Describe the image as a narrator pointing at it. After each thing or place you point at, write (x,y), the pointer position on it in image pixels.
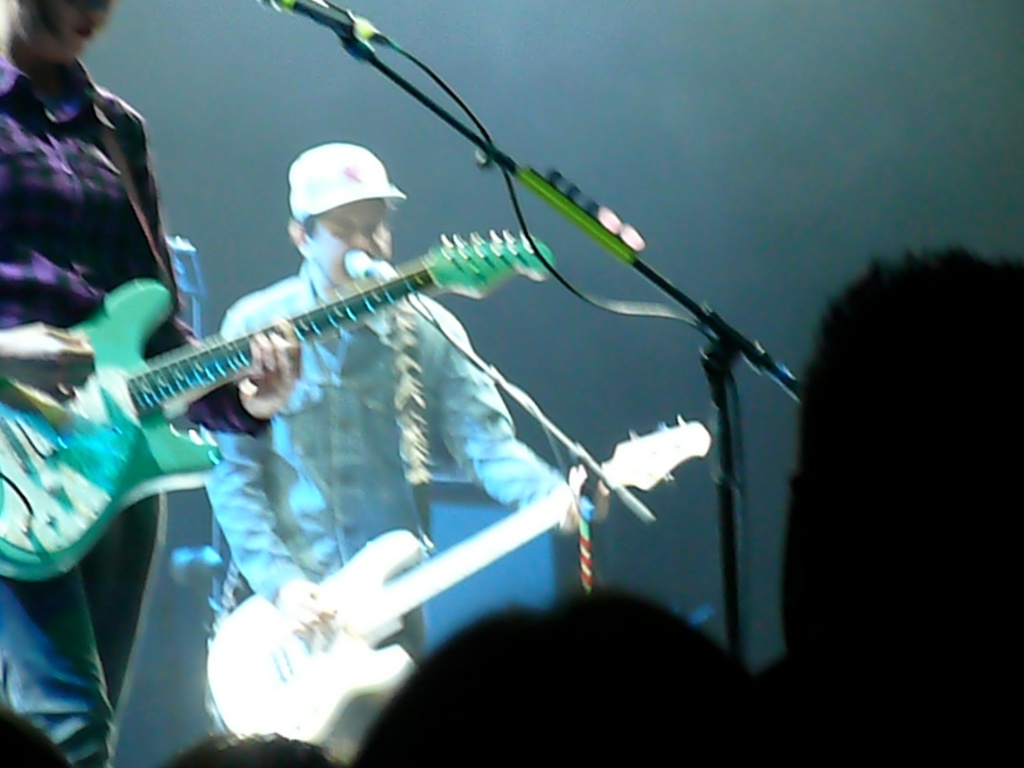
In this image there are two men (301,487) who are playing the guitar (86,461) and there is a mic (292,1) in front of them. In front of them there is crowd (829,533).
